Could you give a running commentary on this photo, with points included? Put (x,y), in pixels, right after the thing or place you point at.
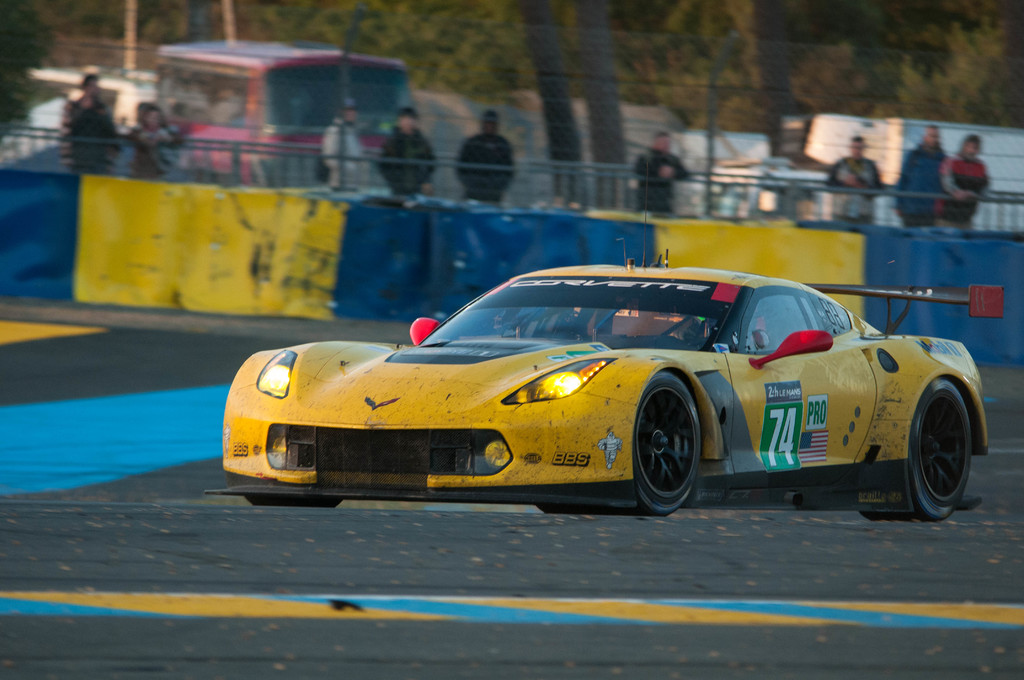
In the image there is a sports car (311,400) and behind the sports car (735,358) there is a fence (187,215) and there are few people (942,163) standing behind the fence (60,174). In the background (397,54) there is a vehicle (293,55) and trees (701,96).
